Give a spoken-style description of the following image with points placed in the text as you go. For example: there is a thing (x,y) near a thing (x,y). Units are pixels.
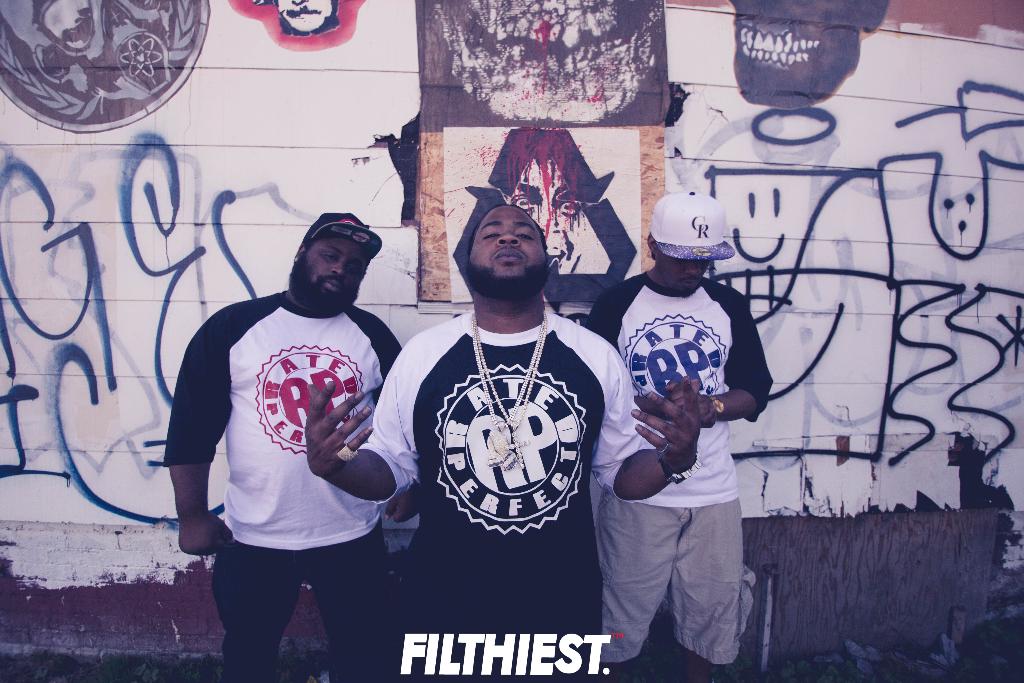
This image contains three persons (354,471) standing on the land (900,682). Behind them there is a wall (415,113) having some text (10,383) and painting (489,20) on it. Front side a person (570,413) is wearing few chains (541,341). Behind him there are two persons (250,349) wearing black and white shirts (375,353). They are wearing caps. Bottom of image (523,647) there is some text (524,643).
